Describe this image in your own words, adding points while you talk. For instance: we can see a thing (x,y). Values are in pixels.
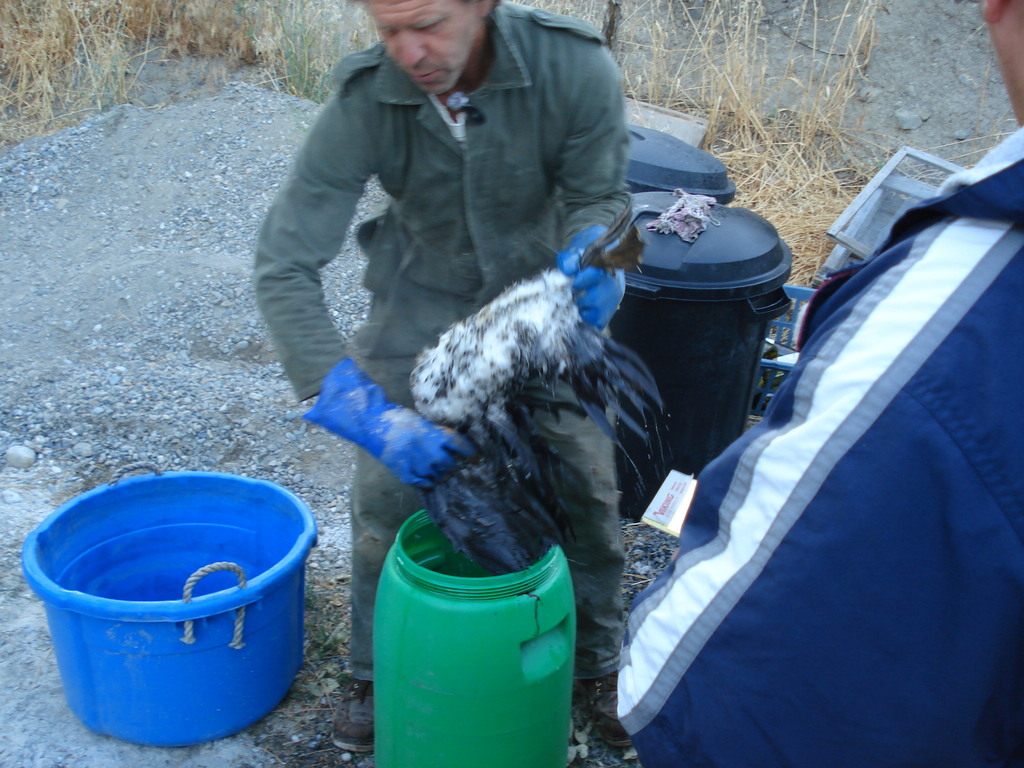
In this picture I can see two men (547,180) among them a man (462,436) is holding something in hands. Here I can see some plastic objects (638,306) and a green color drum (463,645). In the background (712,86) I can see grass (64,4).
